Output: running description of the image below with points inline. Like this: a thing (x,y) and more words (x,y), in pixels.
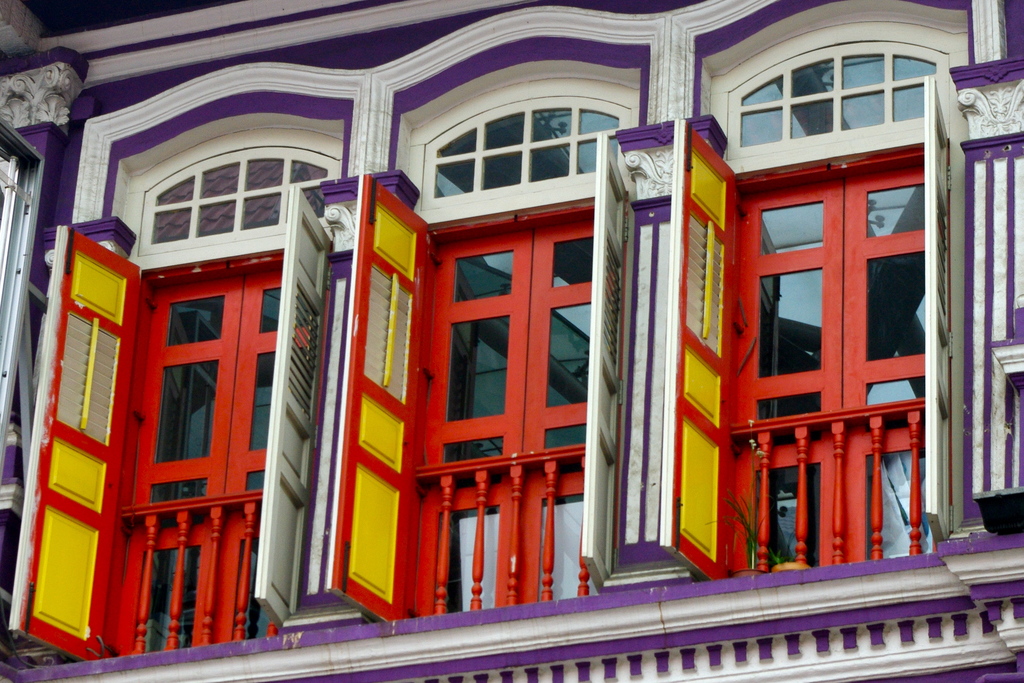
In this image we can see a building (350,465), there are some red color windows (778,383) and the grille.
